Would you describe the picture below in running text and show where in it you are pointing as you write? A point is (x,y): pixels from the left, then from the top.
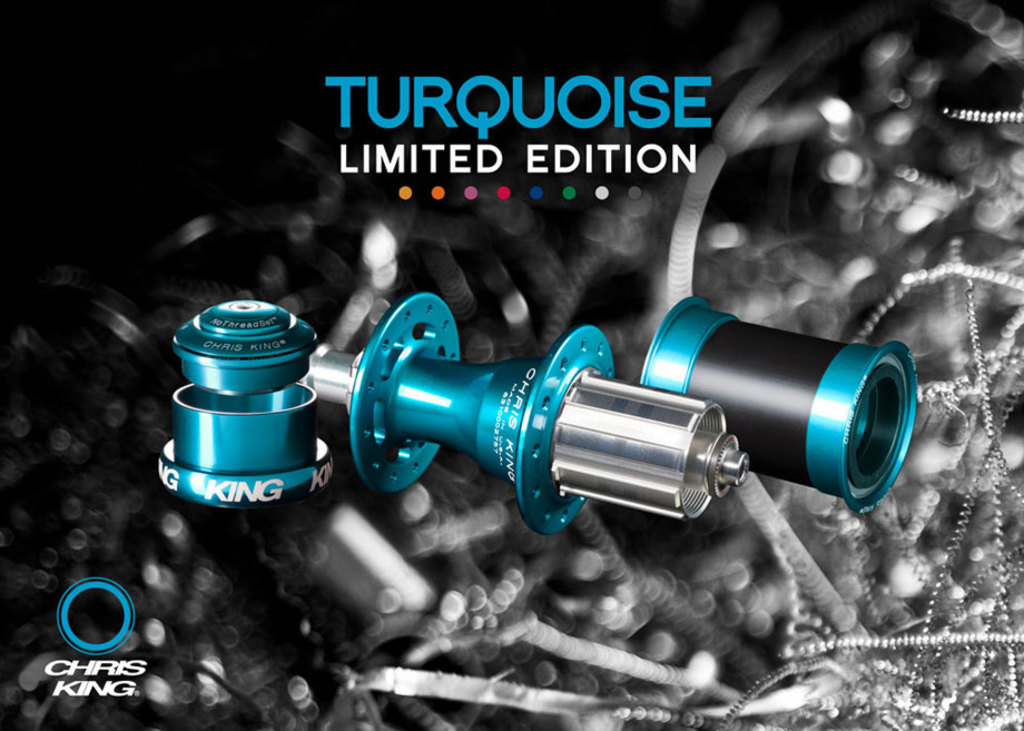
This looks like an edited image. I think these are the parts (626,403) of a vehicle (600,451). I can see the letters (664,110), logo (123,632) and design (952,619) on the image.
